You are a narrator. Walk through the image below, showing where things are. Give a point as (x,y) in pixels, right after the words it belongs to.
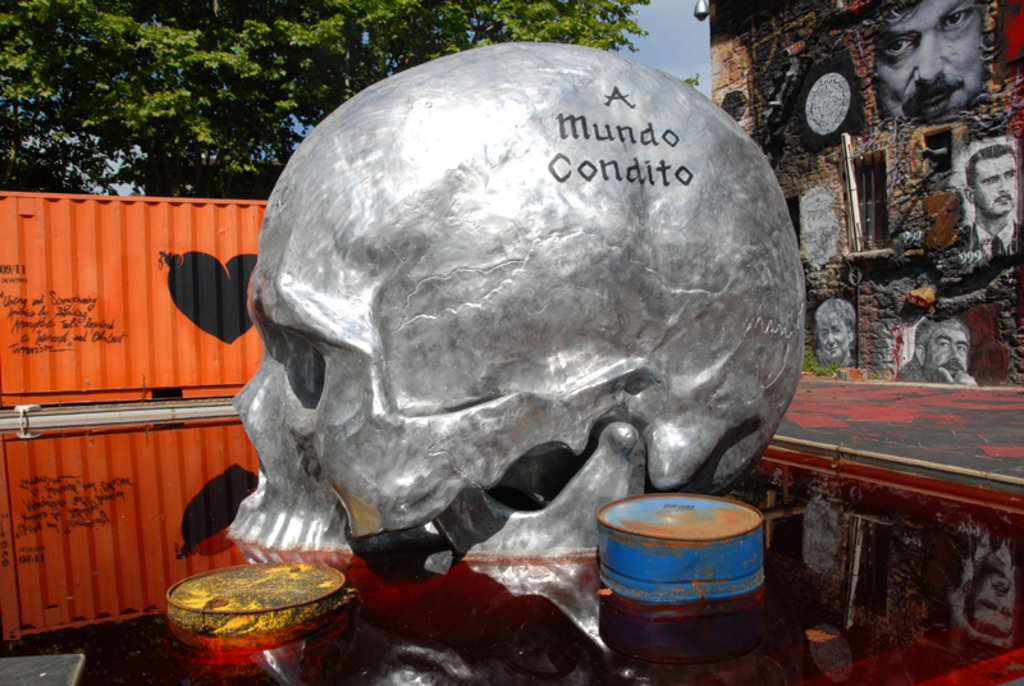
In this picture I can see the depiction of a skull (460,286) in front (672,121) and I see something is written on it. In the background (142,222) I can see the containers (47,254) and on the right side of this picture (780,173) I can see the wall (780,173) on which there are pictures (973,46) of few people (932,330). On the top of this picture (525,22) I can see the trees (251,121) and the sky (141,149).
